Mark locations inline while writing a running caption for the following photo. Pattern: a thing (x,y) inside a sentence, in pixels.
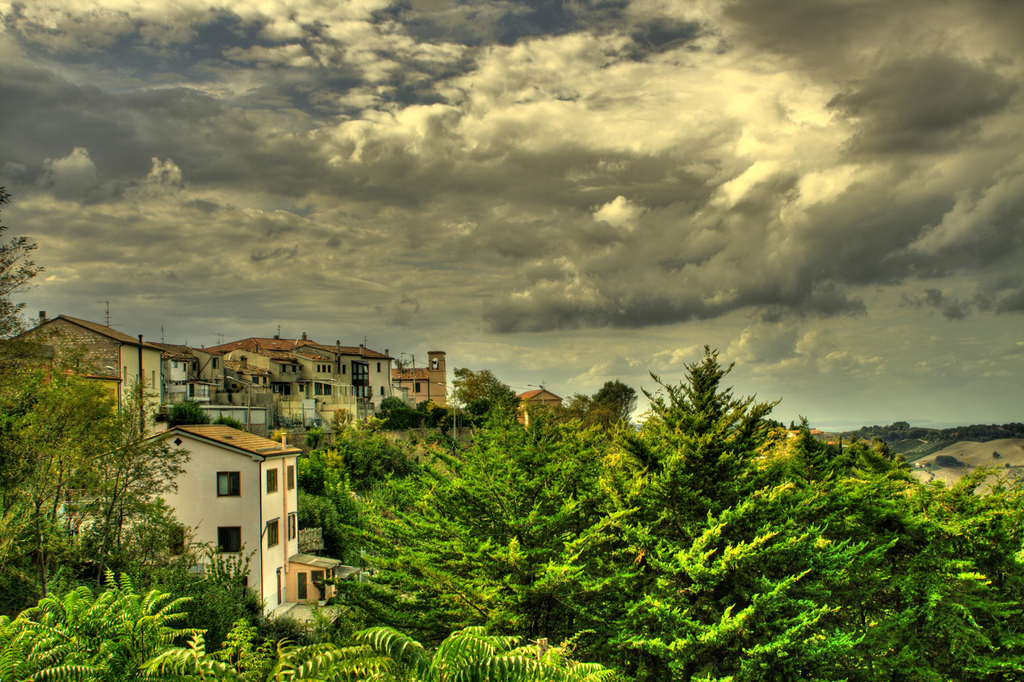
In this picture I can see trees (469,455), houses (222,539), and in the background (431,191) there is sky (509,62).
